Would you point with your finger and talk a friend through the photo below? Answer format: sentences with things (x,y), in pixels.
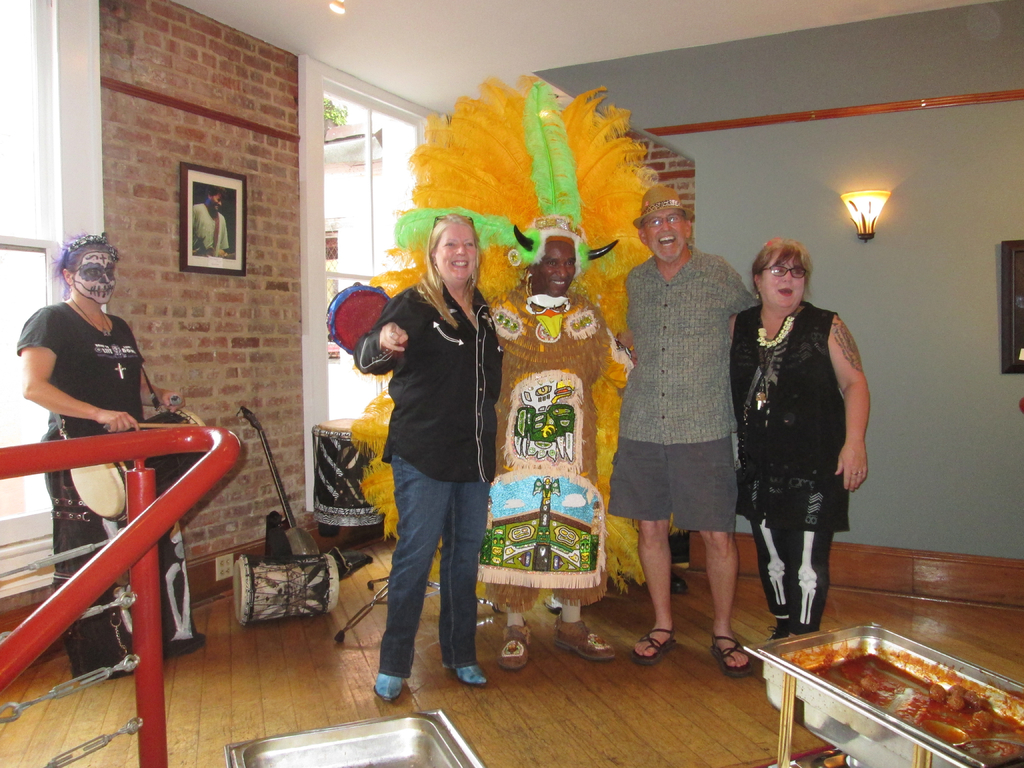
In this image we can see people (406,359) are standing on the floor (553,616) and they are smiling. Here we can see bowls (409,725), spoon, food (970,707), rods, and musical instruments (248,587). In the background (159,171) we can see walls (976,479), frames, light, and windows (400,167).
